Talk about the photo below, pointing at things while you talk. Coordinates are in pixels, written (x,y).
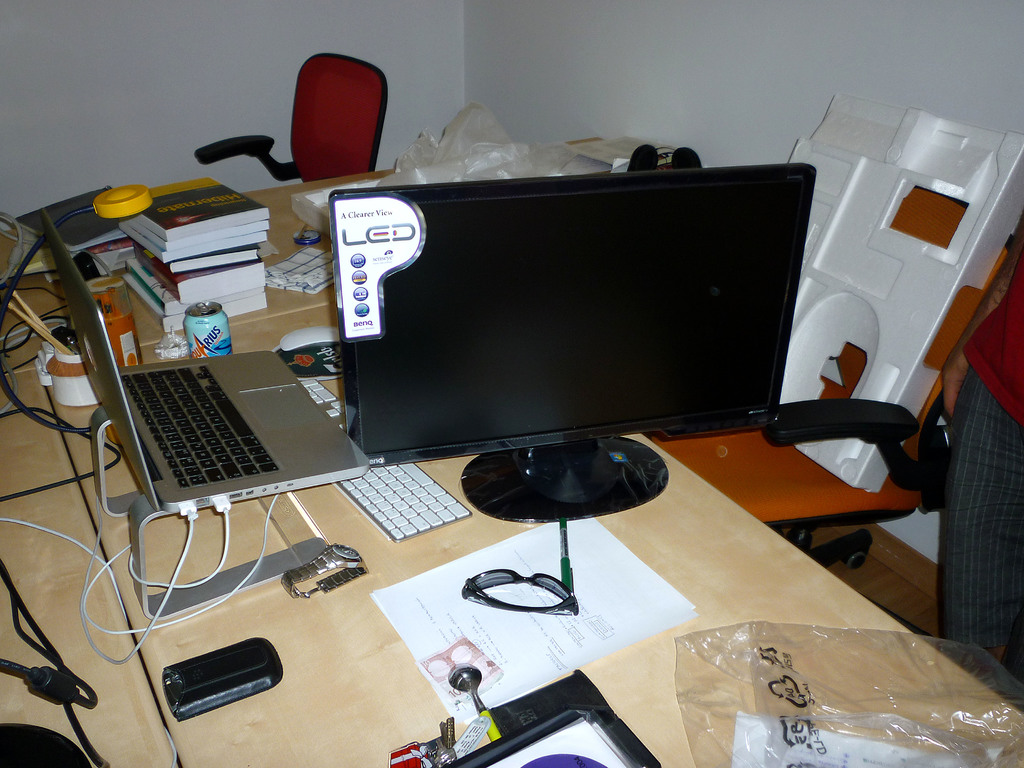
In the above picture i could see the screen (750,239) of the television (345,249) with a stand (566,470) and beside the television screen (371,407) there is a laptop (312,431) connected to some cables (176,579) and there is a key board (388,518) under this laptop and there is orange colored chair (791,456) beside the table (720,504). Table (756,580) is light brown color. Beside the laptop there is a watch (320,569) and beside this TV (562,512) there is paper (426,604) and on the paper (566,616) there are goggles (568,602) and also some papers (479,658) and near by paper (465,710) there is a key chain (426,741) with keys (450,736). On the table (711,581) there are some books (199,230) some tin (217,319) and a holder (76,359) holding some pens (75,349) and some files (69,203) beside the books (205,195), there is red color chair (309,149) in back ground (309,149), and i could see a wall (554,28) in the picture in the top (803,34).
